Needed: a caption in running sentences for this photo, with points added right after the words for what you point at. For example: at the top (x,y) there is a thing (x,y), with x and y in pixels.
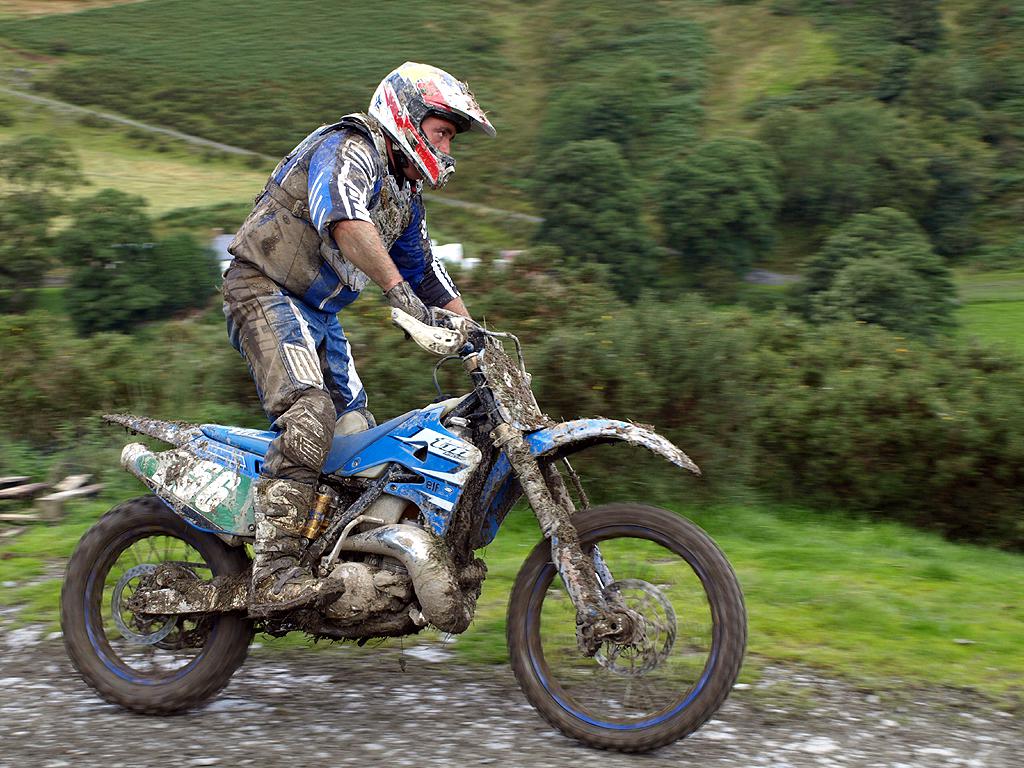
In this image we can see a person (296,441) riding on the bike (400,456), there are plants (499,272), trees (782,122), and the grass (96,34).
